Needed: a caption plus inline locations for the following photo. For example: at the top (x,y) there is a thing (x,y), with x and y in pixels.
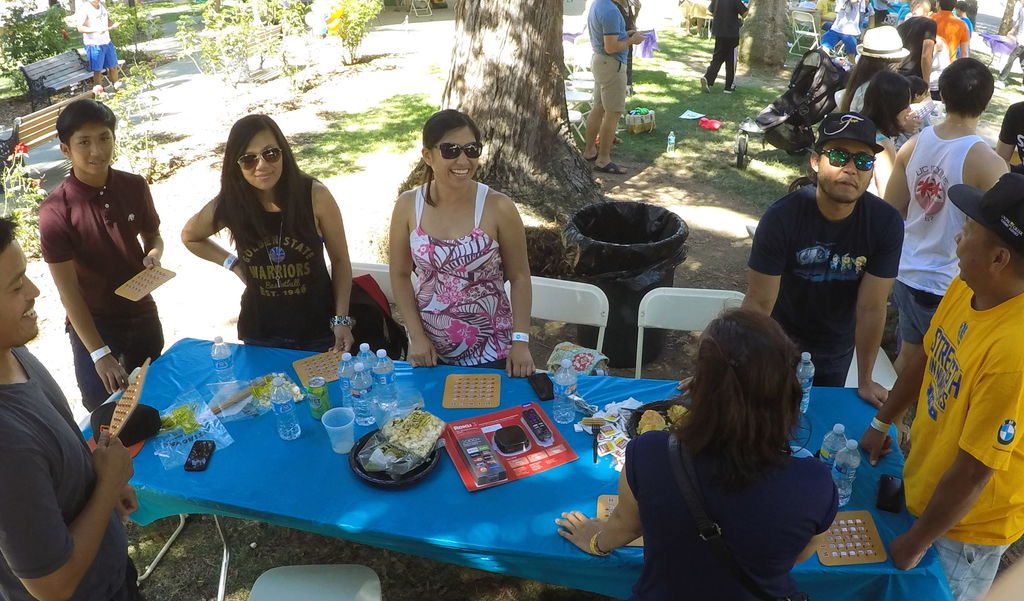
there is a blue table (404,521) on which there are bottles (375,418), glass (333,445), tin (312,390) and other objects (408,434). people (11,295) are standing surrounded by the table (324,430). there are white chairs (325,599). at the back (623,321) there is a black trash bin (623,268), a tree trunk (538,84). other more people (877,4) are standing at the back (954,24). at the left (64,79) there is a wooden bench (61,68) and a person (105,53) is standing in front of it.
